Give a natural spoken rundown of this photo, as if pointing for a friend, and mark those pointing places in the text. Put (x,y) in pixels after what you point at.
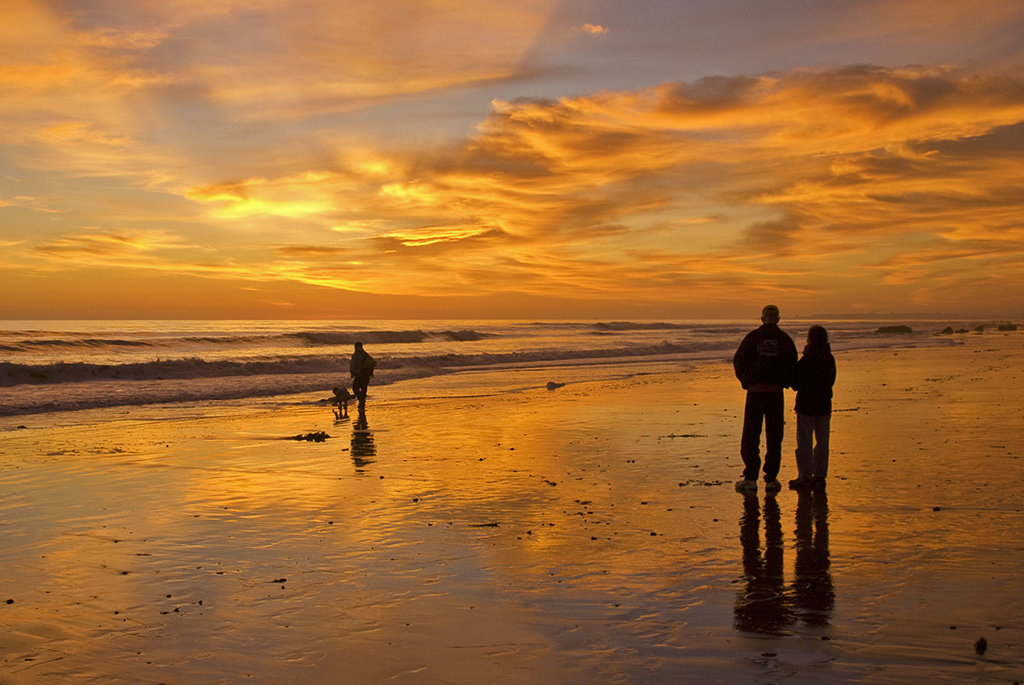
This is a beach (665,513). On the right side (776,402) there are two persons (779,404) standing facing towards the back side (769,376). On the left side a person (356,390) and a dog (341,396) are standing. In the background (312,342) there is an ocean (98,358). At the top of the image (641,56) I can see the sky (627,94) and clouds (560,194).
